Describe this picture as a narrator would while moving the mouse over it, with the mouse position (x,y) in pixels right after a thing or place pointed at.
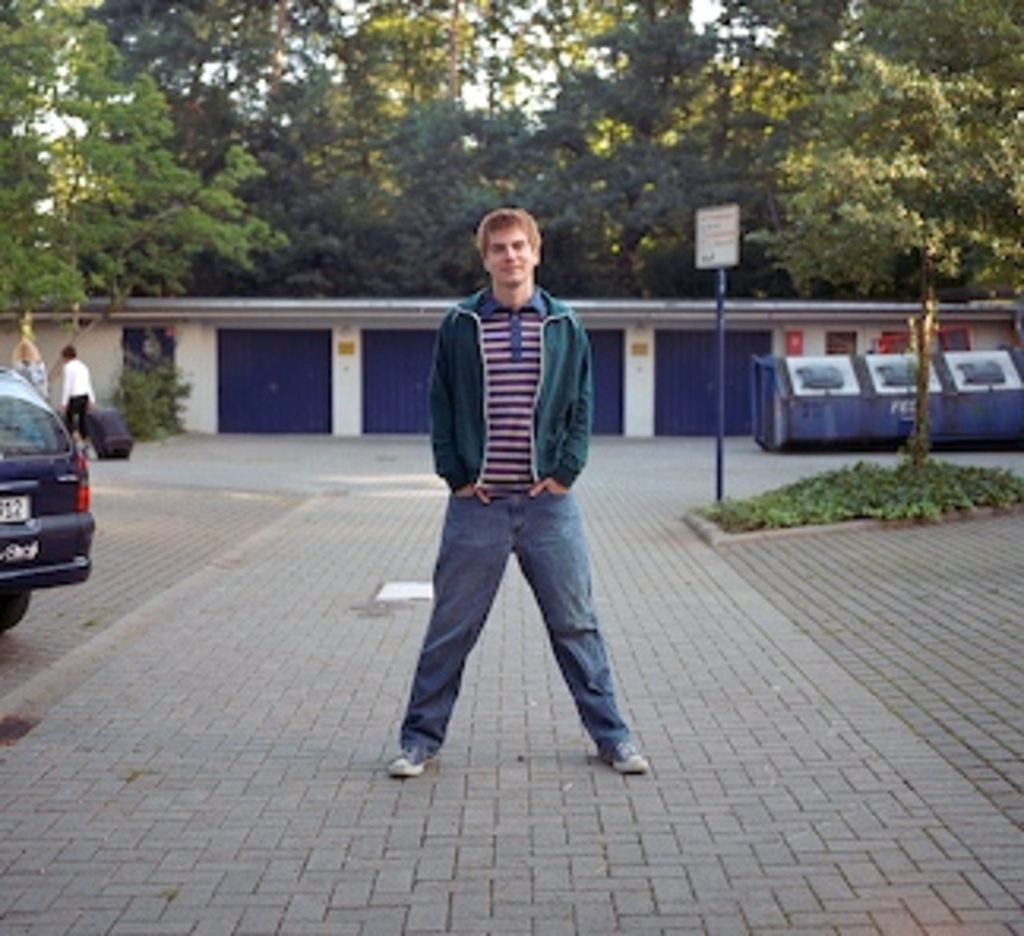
There is a person (505,349) in blue color jean pant (559,589), smiling and standing on the road (356,892). On the left side (78,572), there is a vehicle (37,532) parked on the footpath (33,656). In the background (67,405), there is a person (64,364) in white color shirt (75,389) holding a wheel bag (115,442) and walking on the road (131,463), there is a hoarding (712,247) attached to the pole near plants (873,482) on the ground (737,554), there are shutters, trees (459,80) and there is sky (485,89).
